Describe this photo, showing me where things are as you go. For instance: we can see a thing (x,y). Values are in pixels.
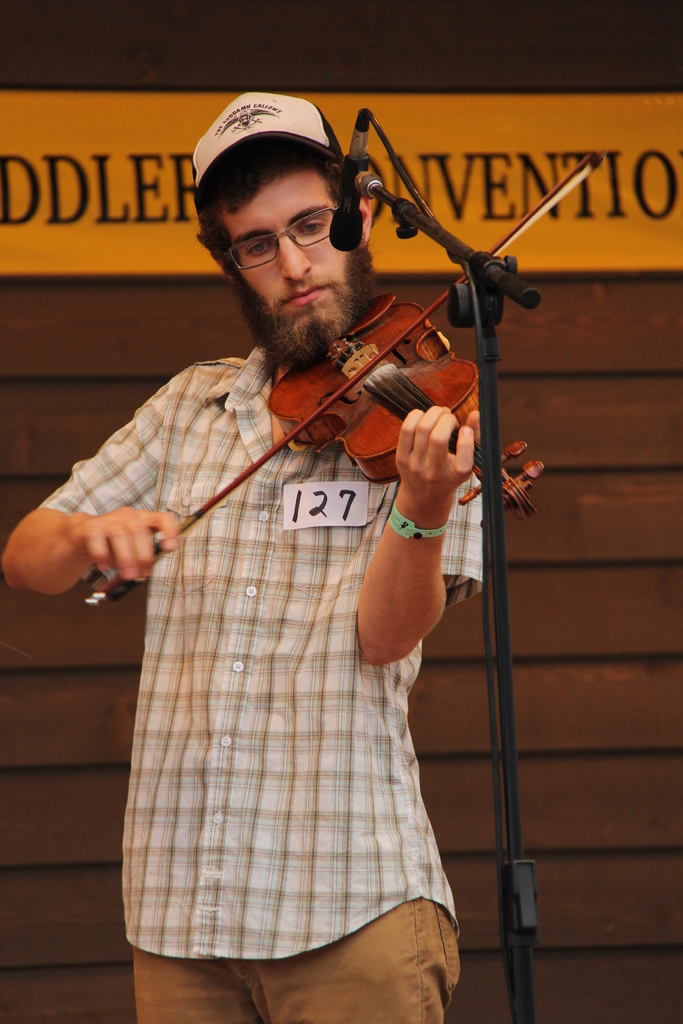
A person (207,579) in check shirt (209,450) with a specs (245,247) and cap (235,161) is holding a violin (365,386) and playing. There is a chest number (323,504) on his shirt (333,534). He is wearing a wristband (412,527). In front of him there is a mic (334,225) and mic stand (430,237). In the background (535,583) there is a wall (599,385) and name board (125,173).
